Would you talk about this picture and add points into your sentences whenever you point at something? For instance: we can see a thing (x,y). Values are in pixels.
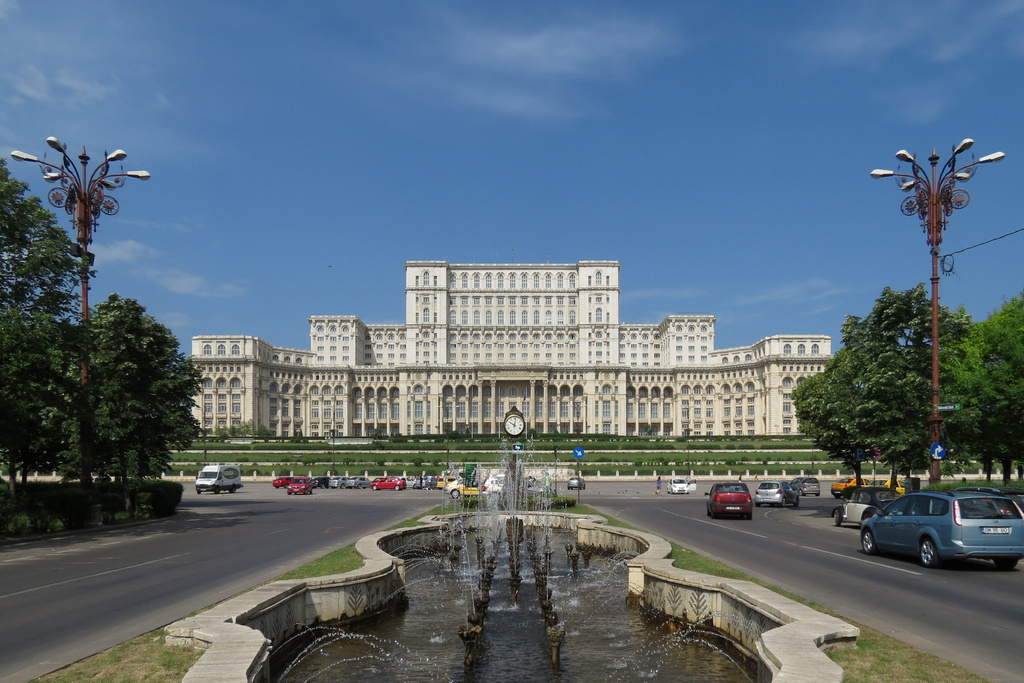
In the image there is fountain (504,601) in the middle (512,450) with cars (779,501) moving on either side of it on the road (154,560) with trees (125,502) beside it and in the back (517,371) there is huge building (491,384) with many windows (369,390) all over it and above its sky (546,108) with clouds (503,60).
